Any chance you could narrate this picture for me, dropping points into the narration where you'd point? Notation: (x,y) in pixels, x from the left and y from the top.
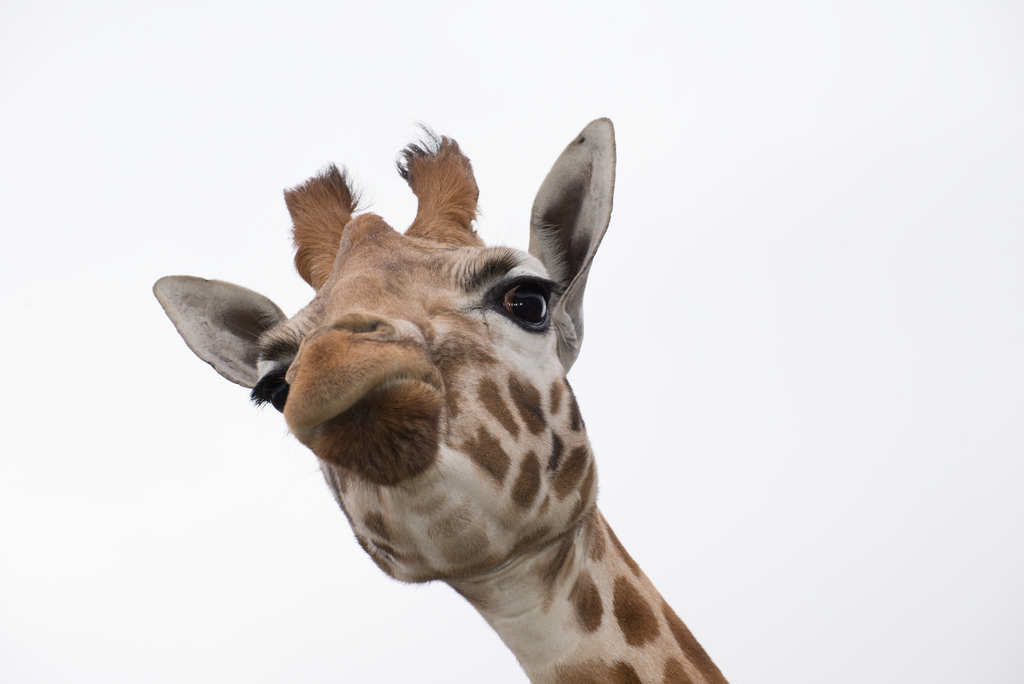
This picture is clicked outside. In the center (488,406) we can see the horns (441,236), ears (209,316), eyes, mouth (423,390) and neck (565,580) of a giraffe (521,322). In the background (399,95) there is a sky (158,98).
